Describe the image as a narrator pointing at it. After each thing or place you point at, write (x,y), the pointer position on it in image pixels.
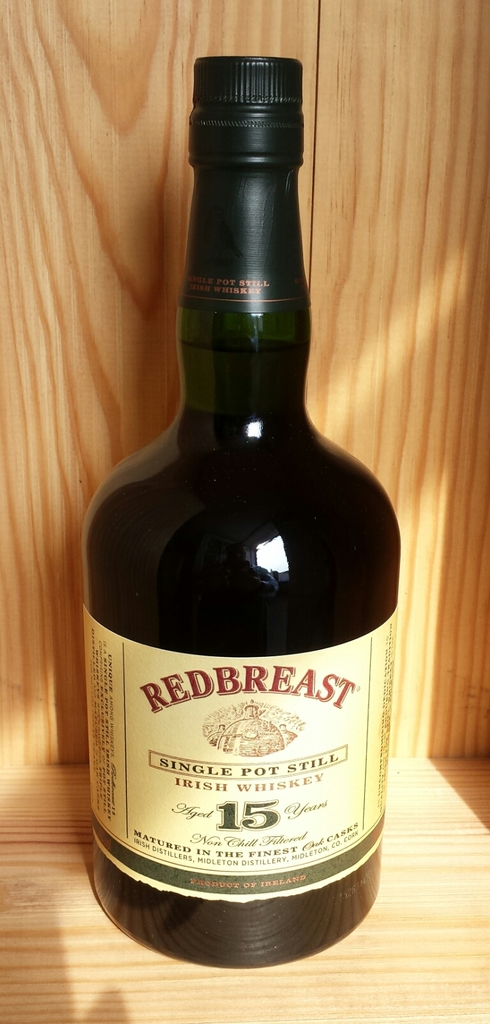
In the picture we can see a whiskey bottle (376,520) which is dark green in color with a label (333,688) and a name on it as red breast and it is placed on the wooden surface (453,931) and behind the bottle (328,907) also we can see a wooden wall (59,207).
